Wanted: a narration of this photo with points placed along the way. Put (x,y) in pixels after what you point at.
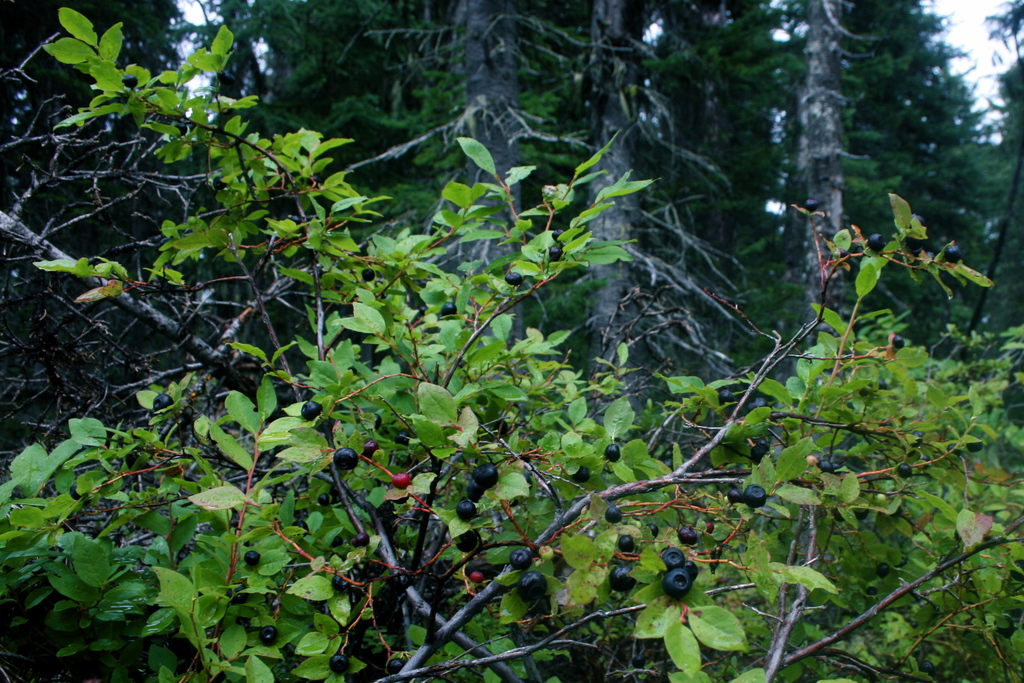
In this picture we can see fruits (763,492) and plant (242,505). In the background of the image (600,73) we can see trees (812,75) and sky (973,50).
